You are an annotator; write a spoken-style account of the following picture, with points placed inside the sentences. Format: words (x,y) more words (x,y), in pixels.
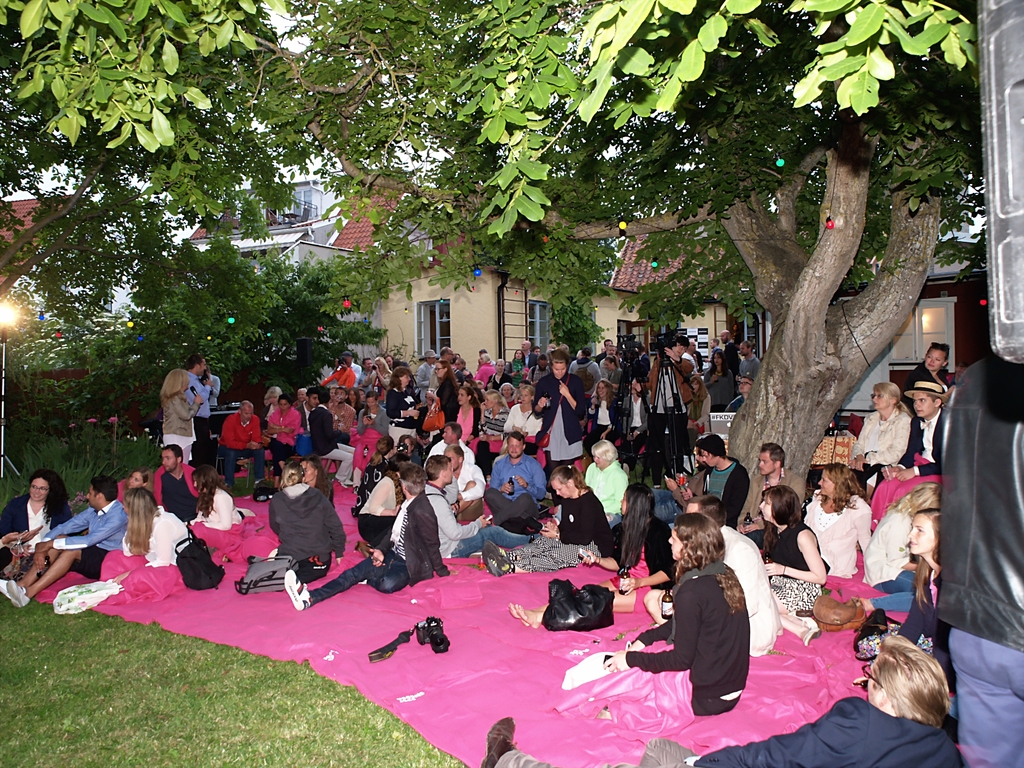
In this image we can see people (501,465) sitting in the garden (309,718) and we can also see trees (803,417), camera stand (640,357) and houses (289,229).
